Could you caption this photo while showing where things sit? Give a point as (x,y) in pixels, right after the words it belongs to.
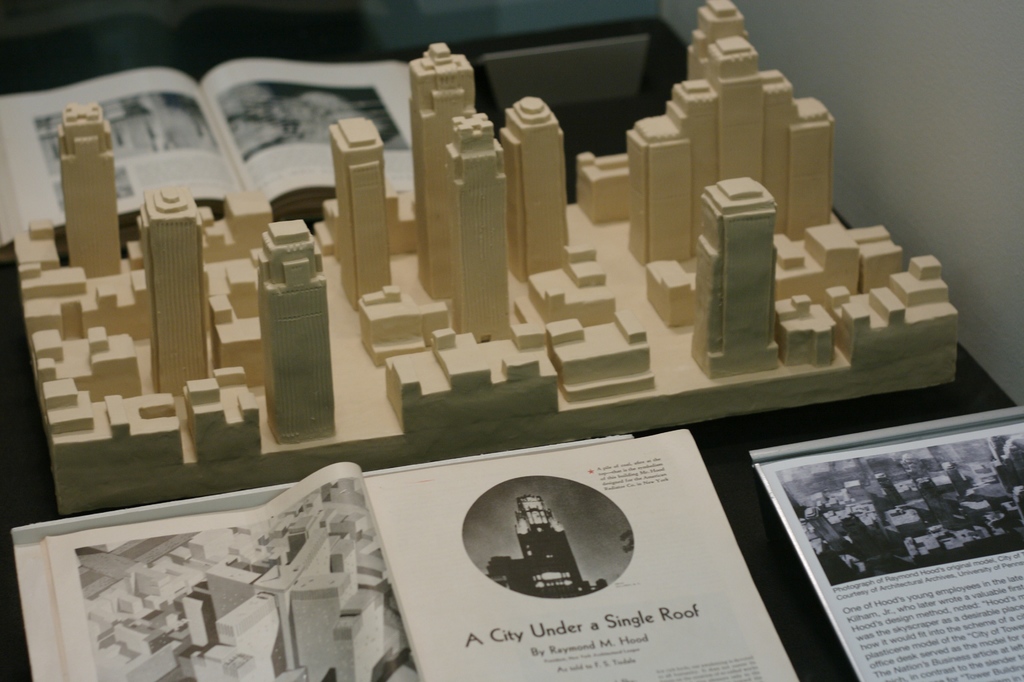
In the picture we can see a model (763,283) of the buildings (756,295) on the table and on either side of the model (664,242) we can see the magazines (676,489) with some images (393,656) and information (937,655).
